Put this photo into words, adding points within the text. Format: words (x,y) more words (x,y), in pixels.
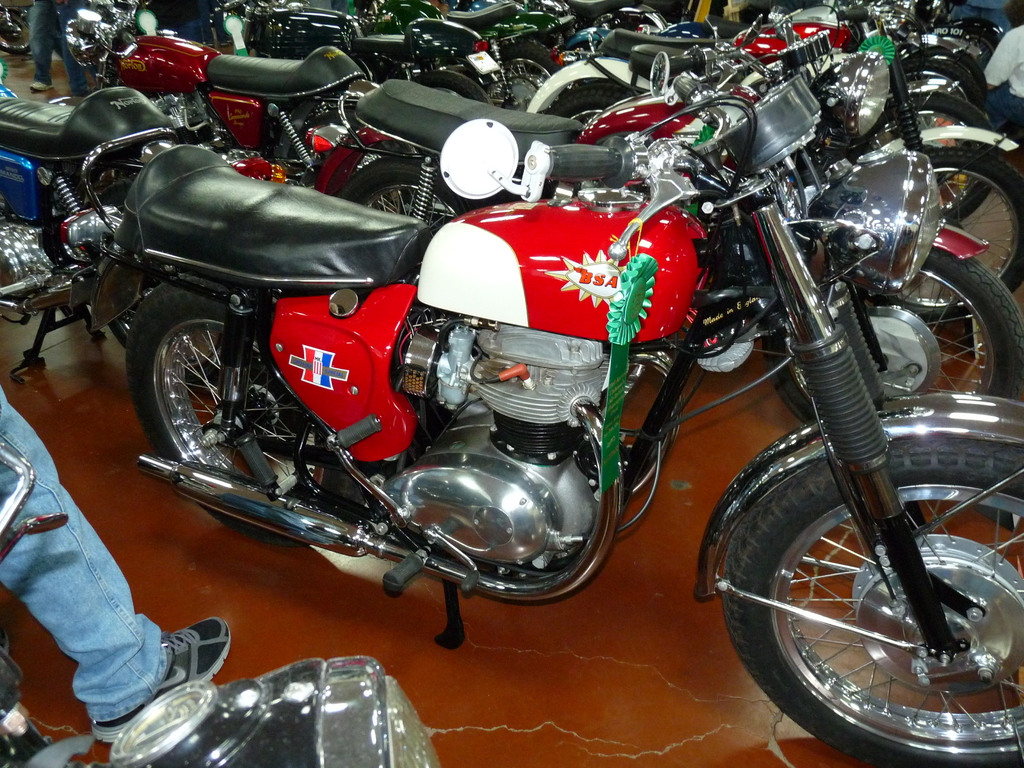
In this picture I can see many bullet bikes (580,317). In the top right corner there is a man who is wearing white shirt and trouser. He is sitting near to the bikes (578,244). In the bottom left (36,607) I can see the person's leg (36,554) who is wearing jeans (112,695) and shoe (186,668). In the top left corner (55,47) I can see another person's leg (45,56) who is wearing jeans (36,77) and shoe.
